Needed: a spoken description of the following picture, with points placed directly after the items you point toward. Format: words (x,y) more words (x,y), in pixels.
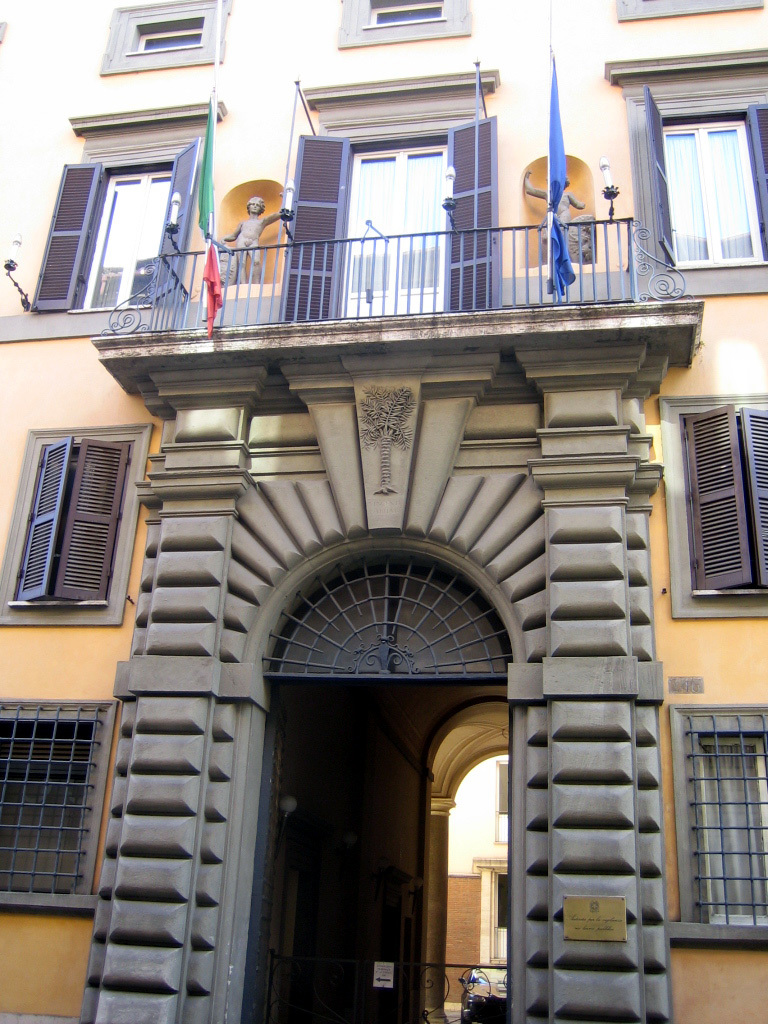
In the foreground of this image (202,779), there are windows (139,231), an entrance (518,906), few sculptures (244,220) and flags (553,248) of a building (262,285).
